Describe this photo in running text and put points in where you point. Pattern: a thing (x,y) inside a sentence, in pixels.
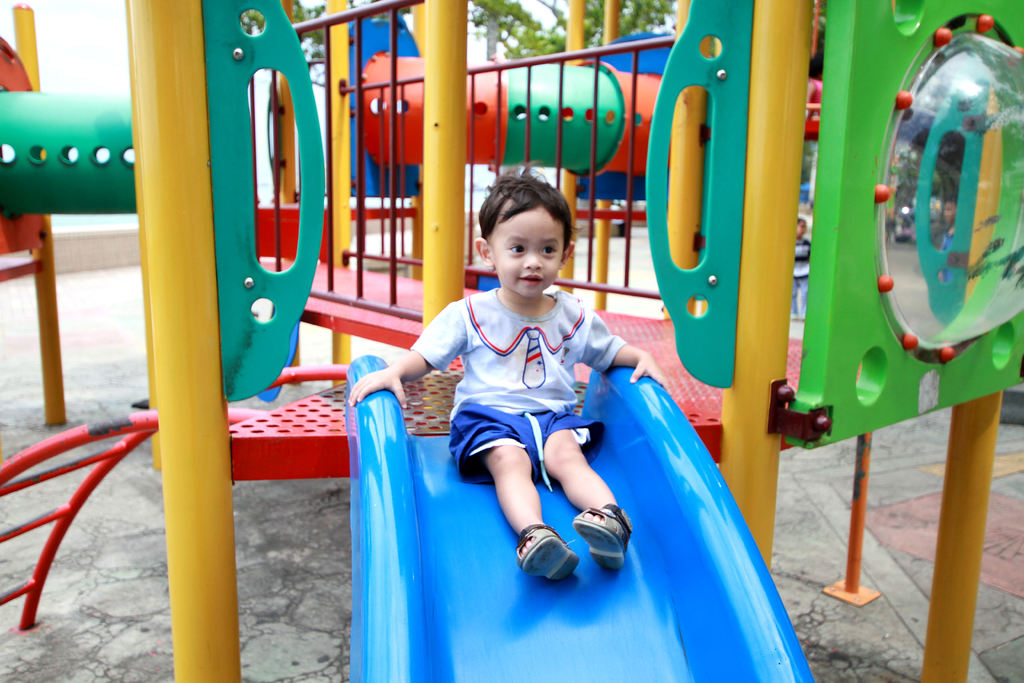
This picture is clicked outside. In the center (512,238) there is a kid (489,366) wearing white color t-shirt (502,359) and sitting on a blue color slide (448,482). In the background (94,182) we can see many number of slides (589,173) and a tree (650,2).
